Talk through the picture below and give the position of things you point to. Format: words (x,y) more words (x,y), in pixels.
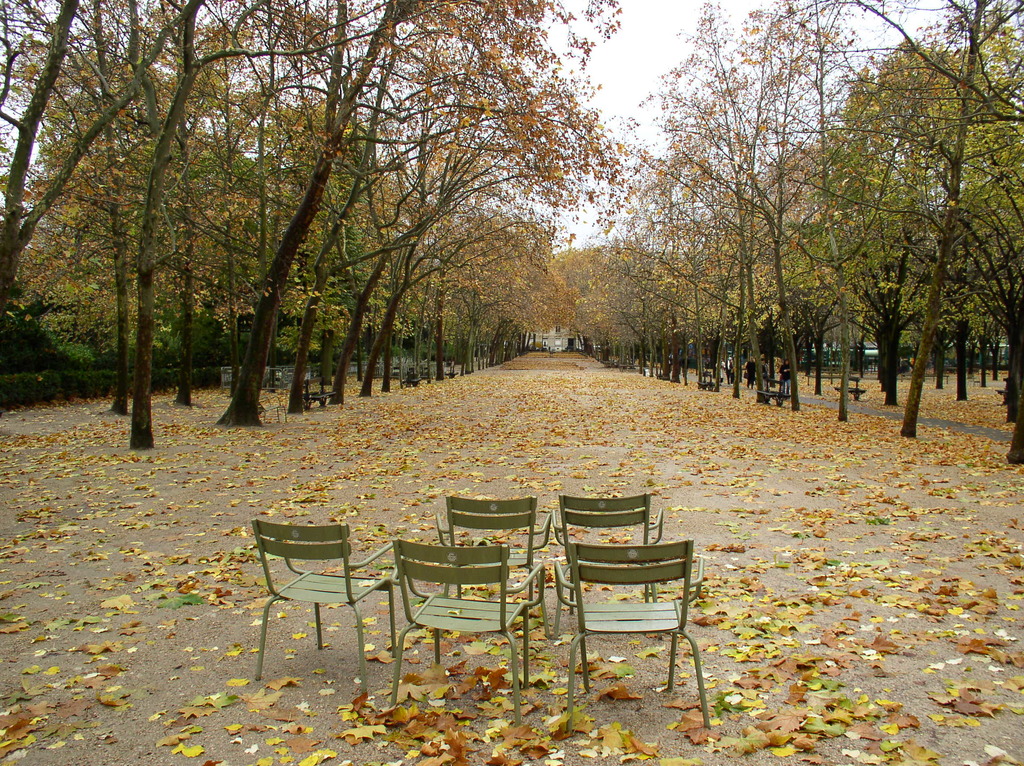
This picture is clicked outside. In the foreground (259,574) we can see the group of chairs (527,525) placed on the ground (829,513) and we can see the dry leaves (560,406) lying on the ground (898,415). In the center (595,284) we can see the plants (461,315), trees (679,237) and many other objects (752,382). In the background (563,44) there is a sky (629,61).
